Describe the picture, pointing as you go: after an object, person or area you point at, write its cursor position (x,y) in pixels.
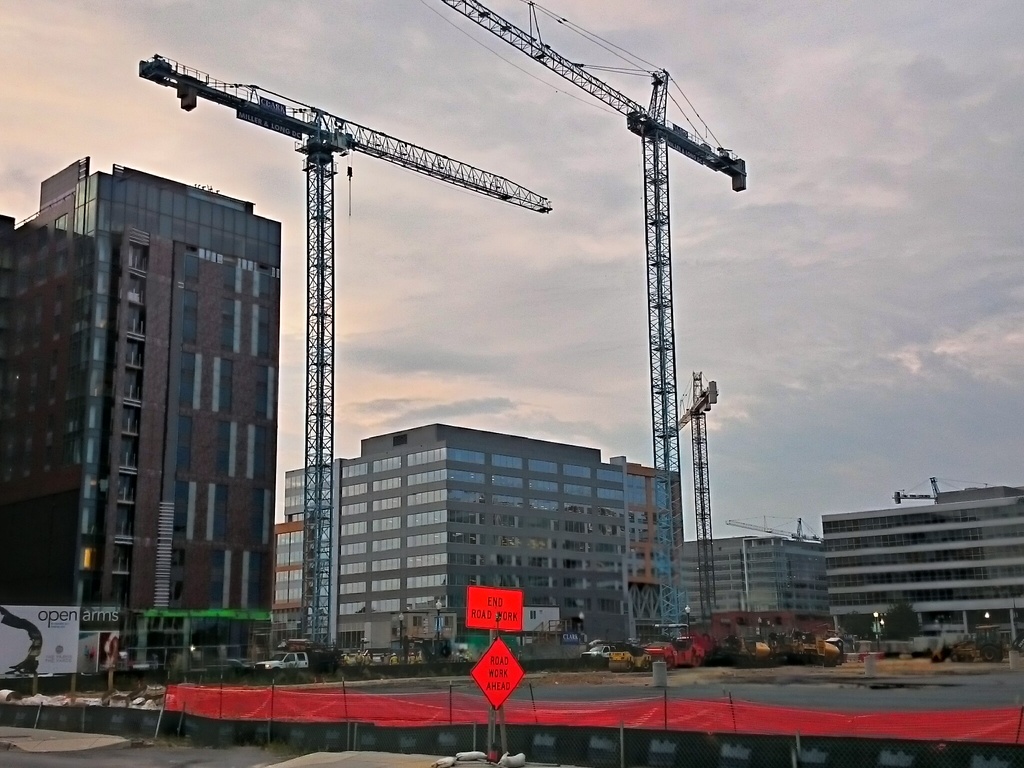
In this image we can see buildings (202,316), sky (724,47) with clouds (864,211), construction cranes (184,104), polythene cover (369,709), sign boards (492,705), motor vehicles (675,638), excavators (762,645), trees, advertisement (89,662) and ground (824,702).
